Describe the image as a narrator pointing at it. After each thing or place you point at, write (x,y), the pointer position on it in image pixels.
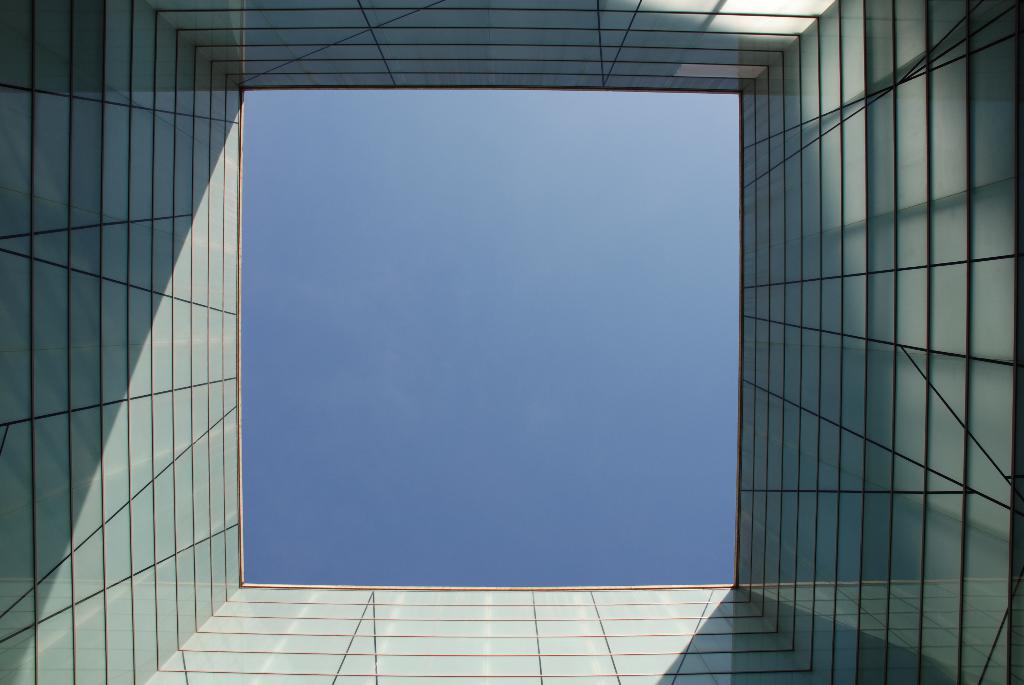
In this image we can see walls (414,602) of a building (826,464) with glasses (655,68). In the center (568,296) there is sky (519,369).
